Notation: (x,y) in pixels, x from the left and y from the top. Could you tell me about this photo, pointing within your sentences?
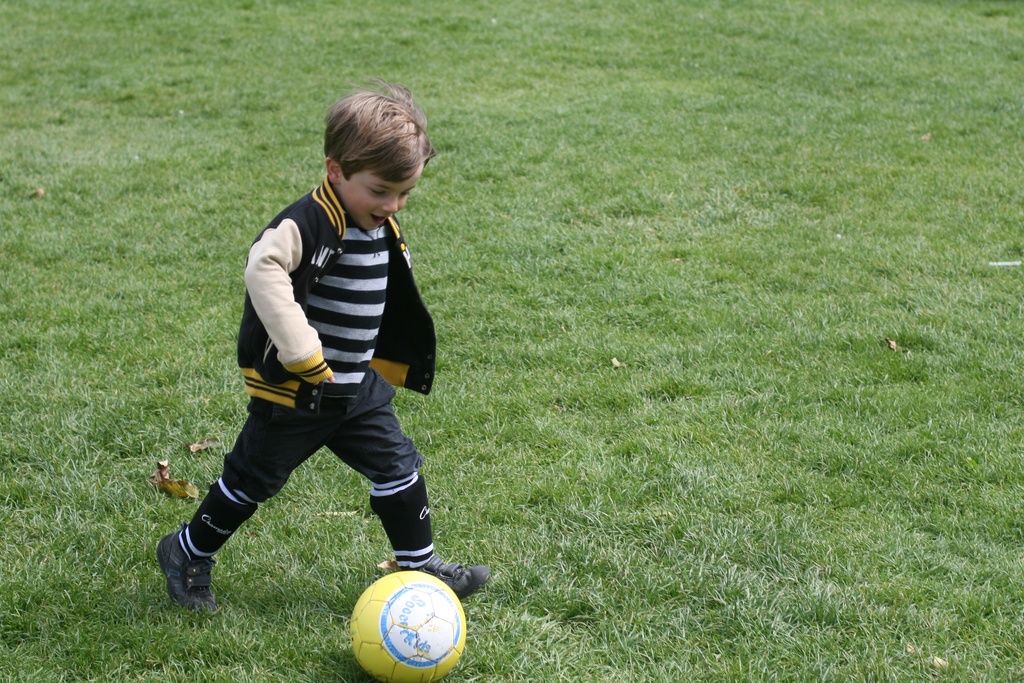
In the image there is a kid (268,342) in black dress (375,302) walking with a football (436,629) in front of him on the grassland (556,372).
